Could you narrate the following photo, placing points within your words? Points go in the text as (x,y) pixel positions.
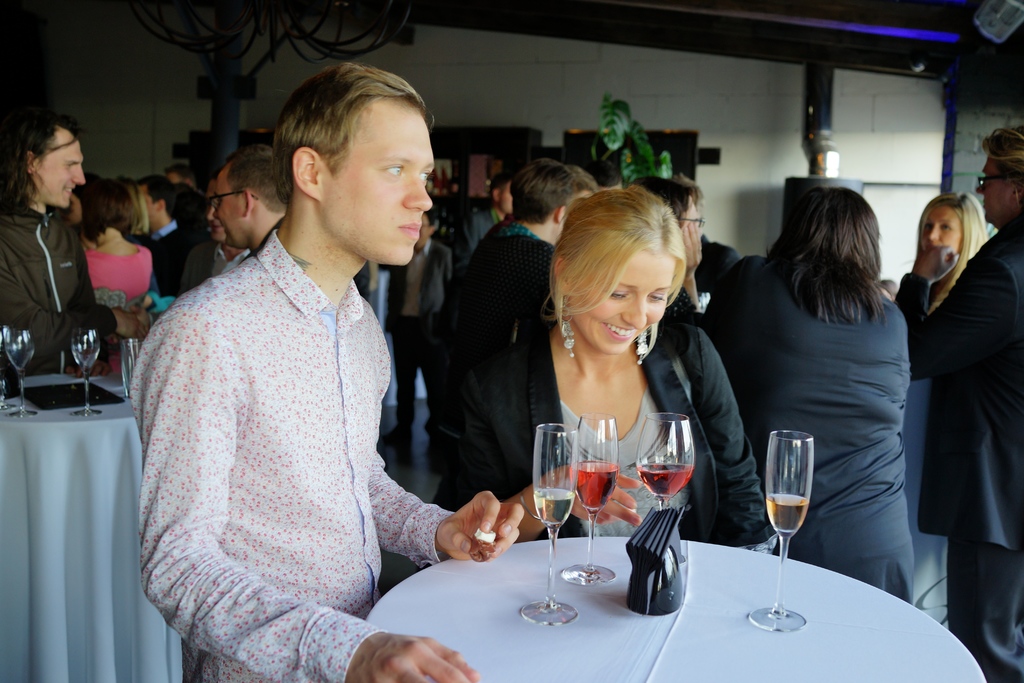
In this picture there are group of people (600,313) who are standing. There are few glasses (805,513) on the table (505,651). There is a plant (639,158) and light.
